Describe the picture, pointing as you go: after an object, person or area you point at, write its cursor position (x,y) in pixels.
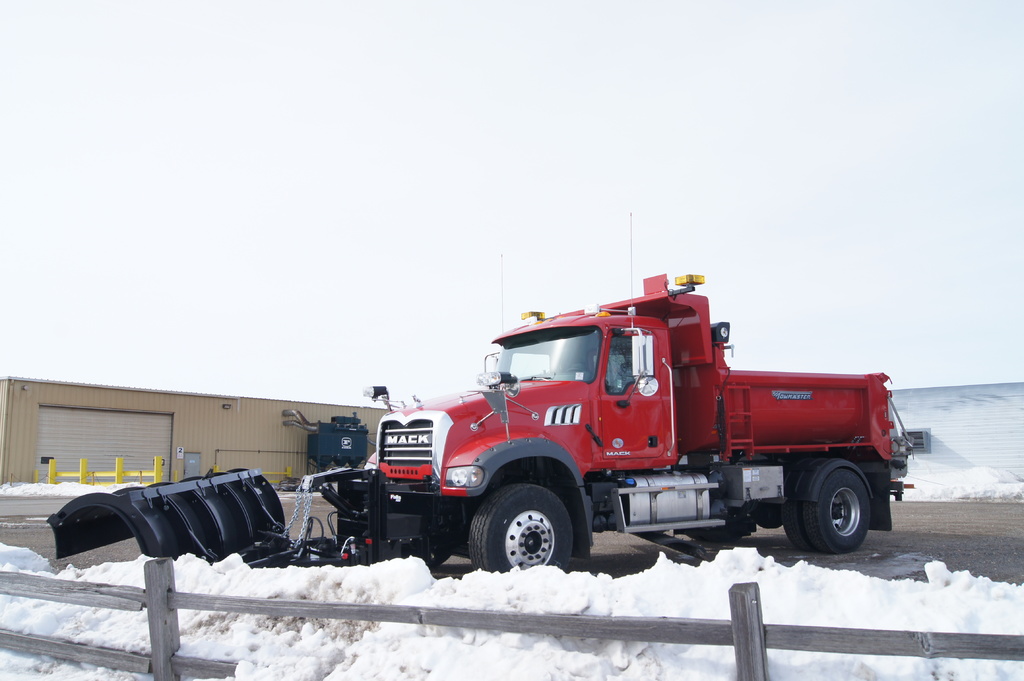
In a given image i can see a vehicle (469,445), fence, snow (36,667) and some other objects (247,418).
